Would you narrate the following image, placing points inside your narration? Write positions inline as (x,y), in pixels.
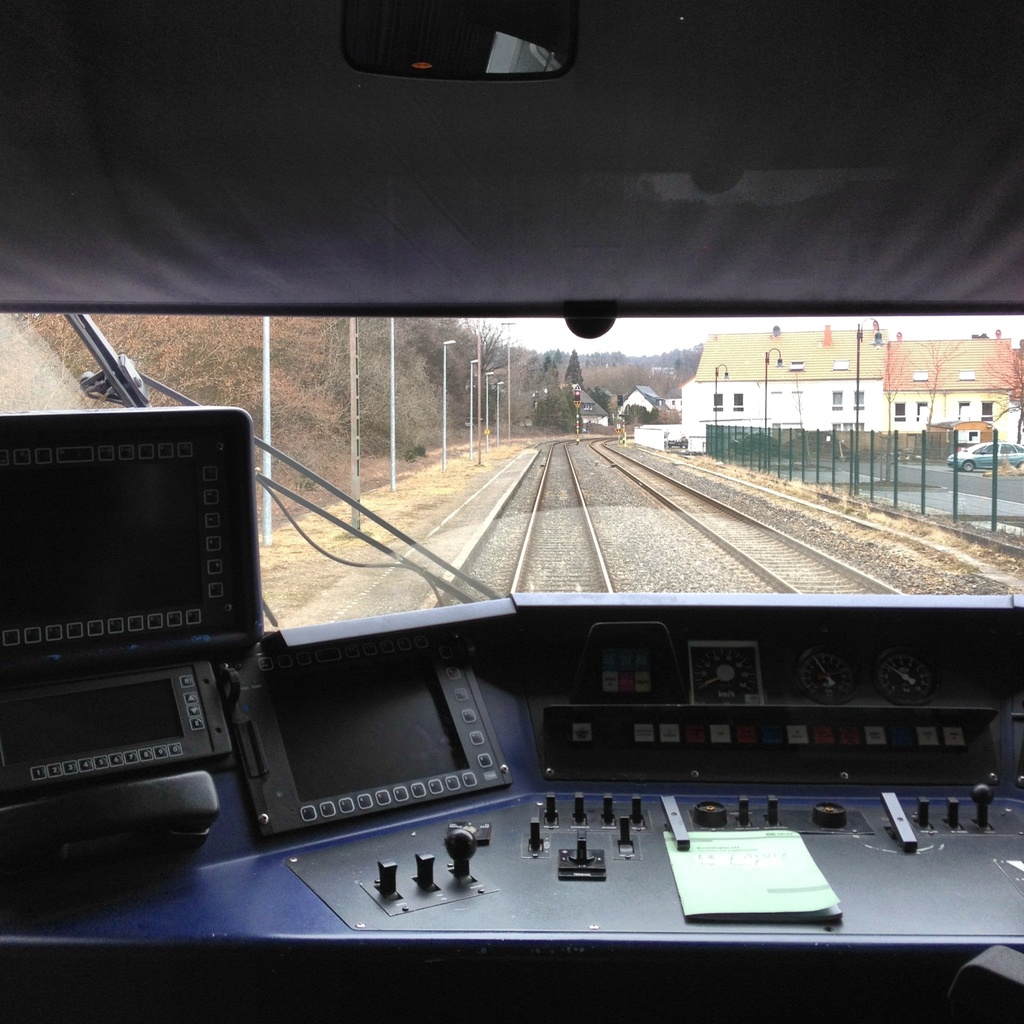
This picture is clicked inside the vehicle (430,955) which seems to be the train (509,651). On the front (323,808) we can see some objects (410,749) and a book (739,879) and some switches (987,792). In the background (669,387) we can see the sky (640,332), trees (507,361), lights (485,373) attached to the poles (509,377) and we can see the gravels (555,520), railway tracks (838,561), houses (948,398), a car (964,459) and grass (975,553) and many other objects (284,460).
